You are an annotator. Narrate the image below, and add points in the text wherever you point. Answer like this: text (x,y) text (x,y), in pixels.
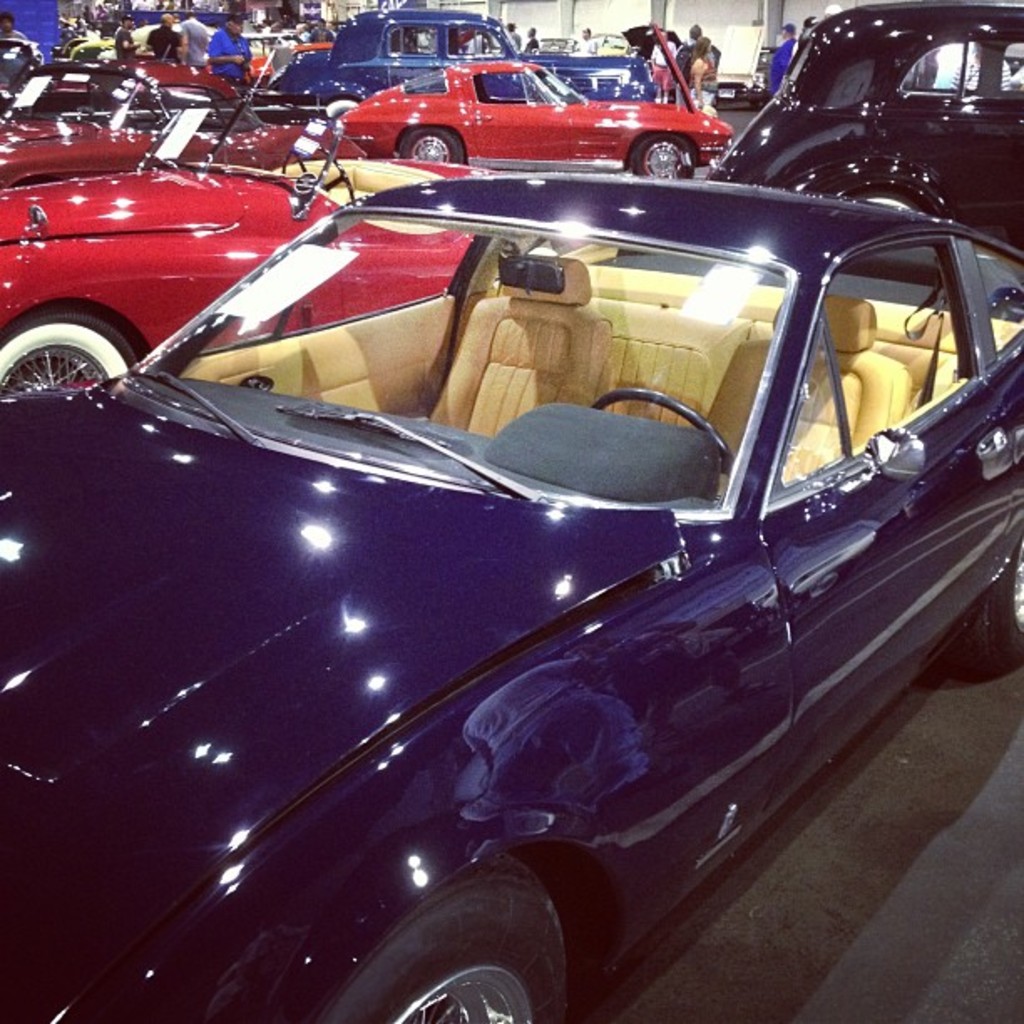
In this image, we can see cars (736,268) and a group of people (184,44).
